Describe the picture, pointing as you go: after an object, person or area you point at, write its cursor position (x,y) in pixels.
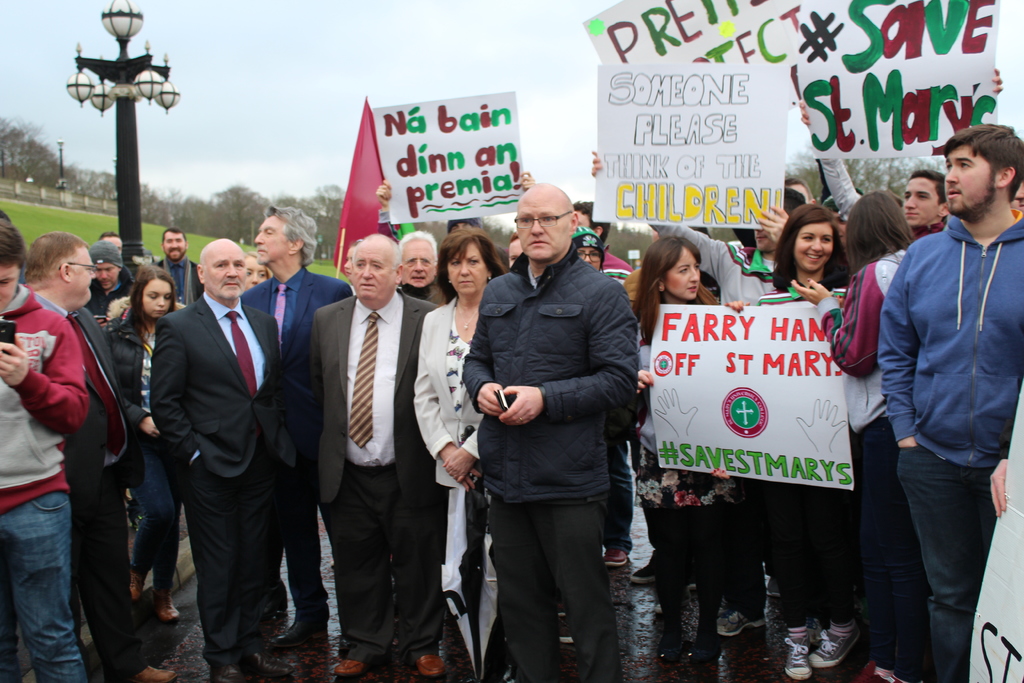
The picture is taken outside a city. In the foreground of the picture (361,379) there are people (485,437) holding placards (724,309). On the left (103,77) there is a street light (134,170). in the background (61,197) there are trees (182,222), fencing (105,206) and grassland (62,211). Sky (262,84) is cloudy.
